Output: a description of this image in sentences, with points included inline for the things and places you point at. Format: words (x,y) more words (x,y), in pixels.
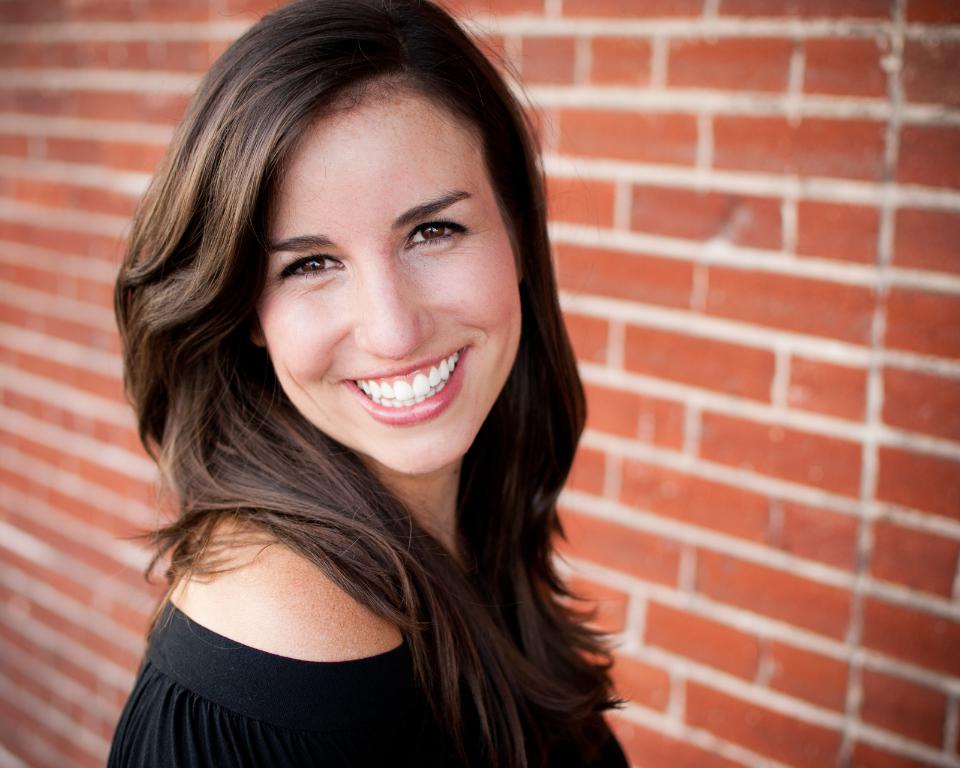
In this picture we can observe a woman (335,355). She is wearing a black color dress (297,694) and smiling. In the background (634,377) there is a wall (111,213) which is in red color.
